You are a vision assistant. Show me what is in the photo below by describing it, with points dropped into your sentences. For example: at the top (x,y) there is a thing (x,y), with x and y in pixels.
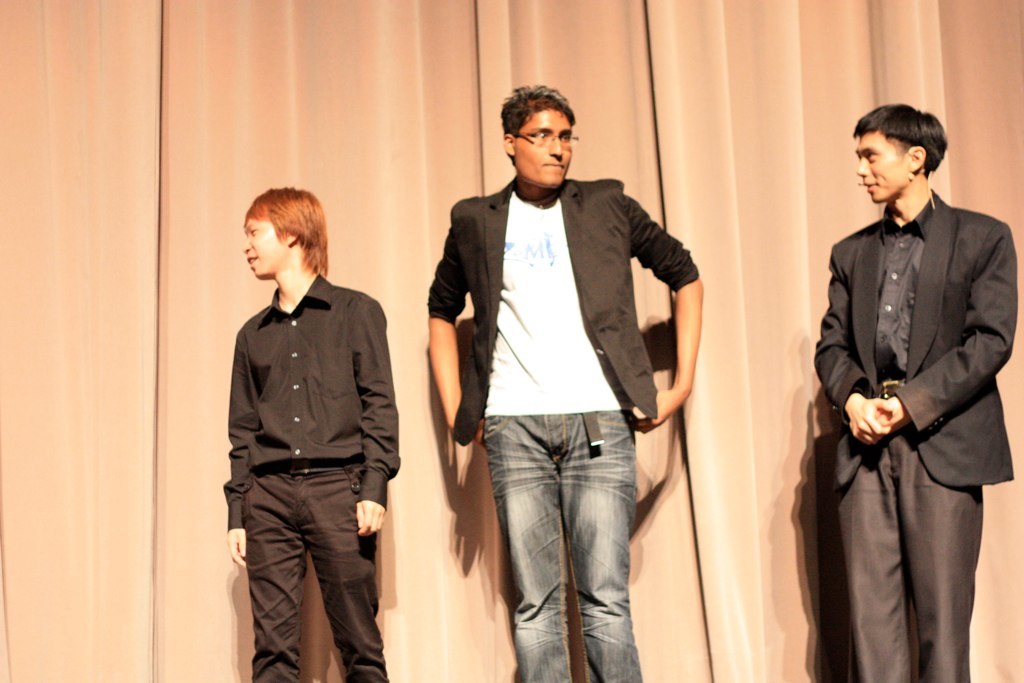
In this image there are three men (825,337) standing. To the right (889,300) there is a man (975,418) standing. He is wearing a microphone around his ear (924,155). Behind them there is a curtain (392,63).
